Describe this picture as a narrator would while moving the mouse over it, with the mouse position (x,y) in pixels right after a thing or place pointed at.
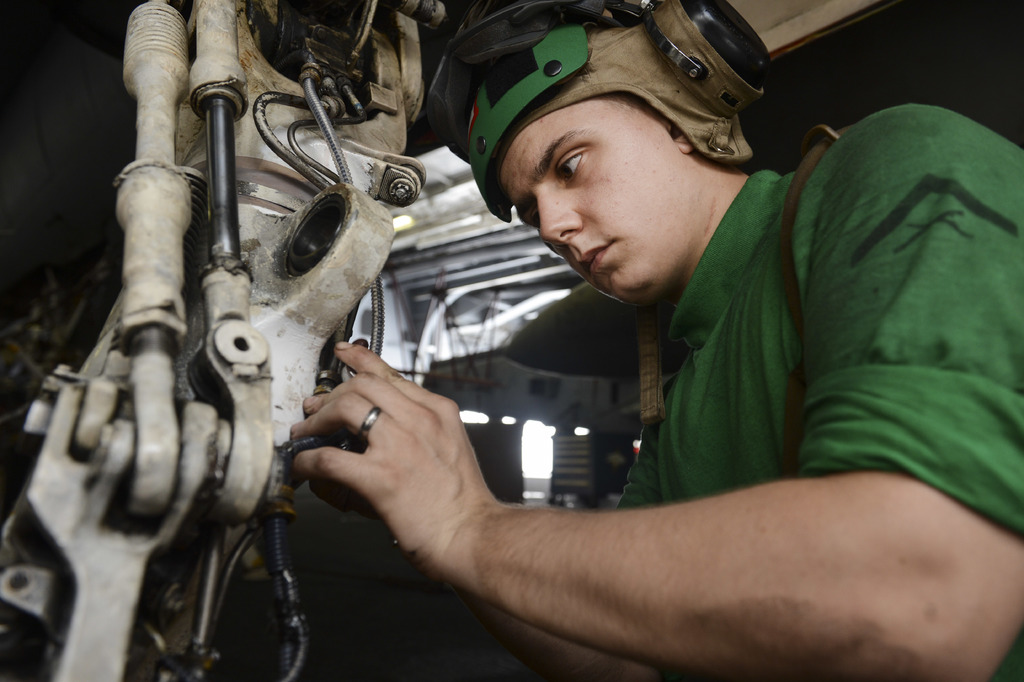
In this image, we can see a human (798,460) in green color dress (828,406) is holding some machine (282,419). Here we can see rods (226,151), pipes (328,103).
